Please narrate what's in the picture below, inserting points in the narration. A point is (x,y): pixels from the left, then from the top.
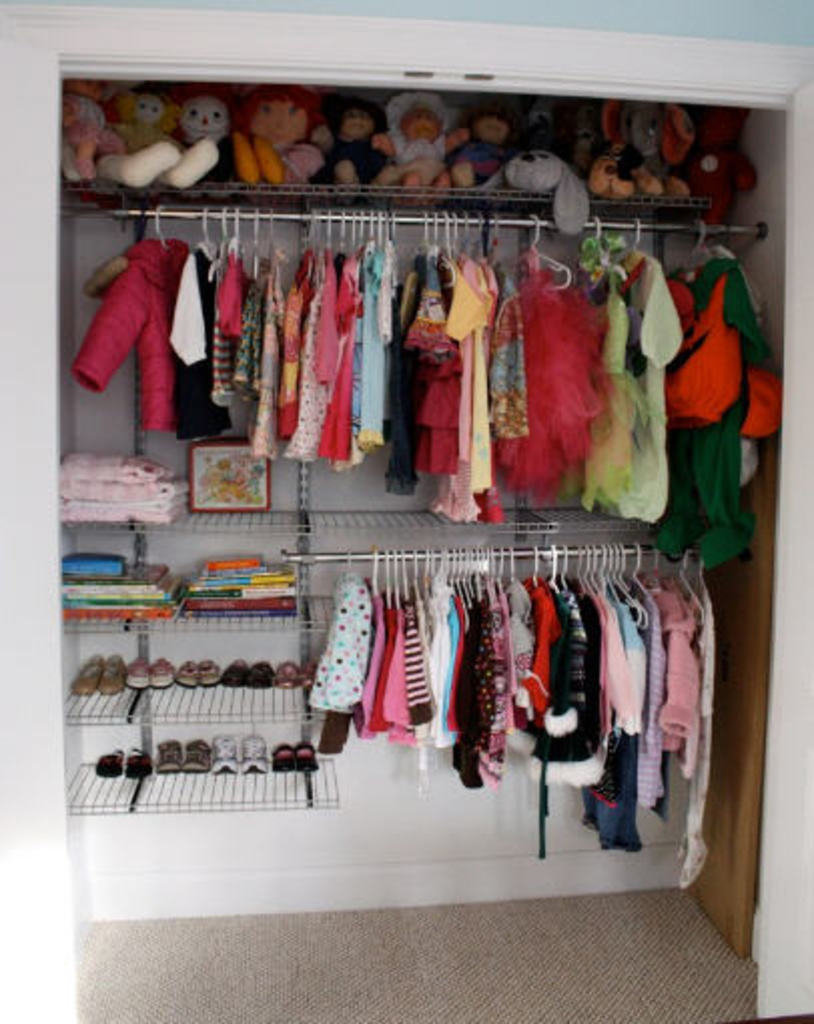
In this image, we can see there are clothes (690,304), slippers (187,678) and dolls (685,185) arranged. At the bottom of this image (532,931), there is a carpet (274,949) on the floor (137,994). On the right side (743,617), there is a wooden door (729,651). In the background (334,474), there is a white wall (344,476).
